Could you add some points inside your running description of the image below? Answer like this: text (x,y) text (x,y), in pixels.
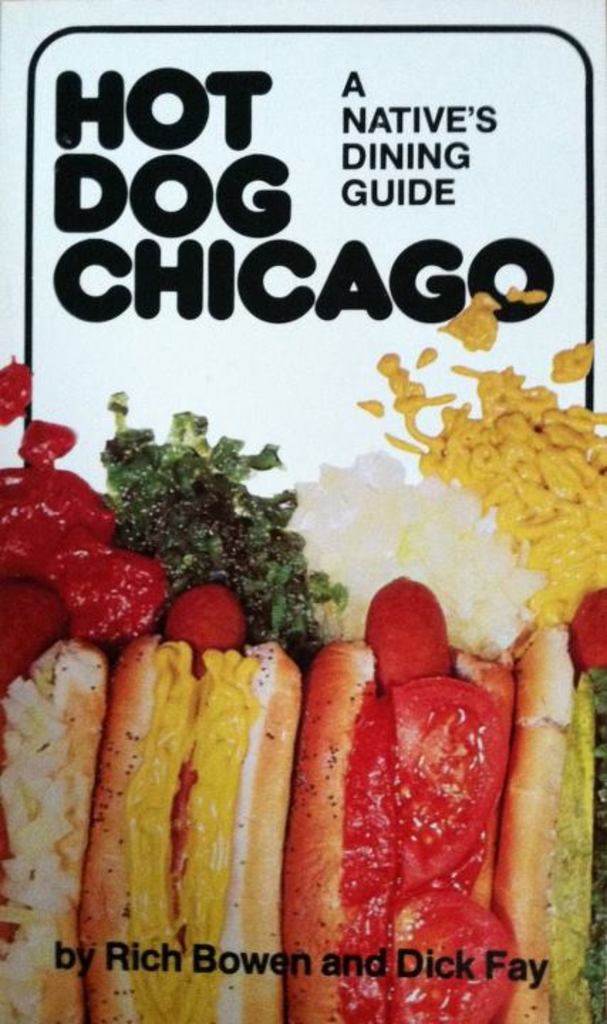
In this picture I can see the food (281,661) at the bottom (416,716). At the top (91,167) there is the text (413,310).
